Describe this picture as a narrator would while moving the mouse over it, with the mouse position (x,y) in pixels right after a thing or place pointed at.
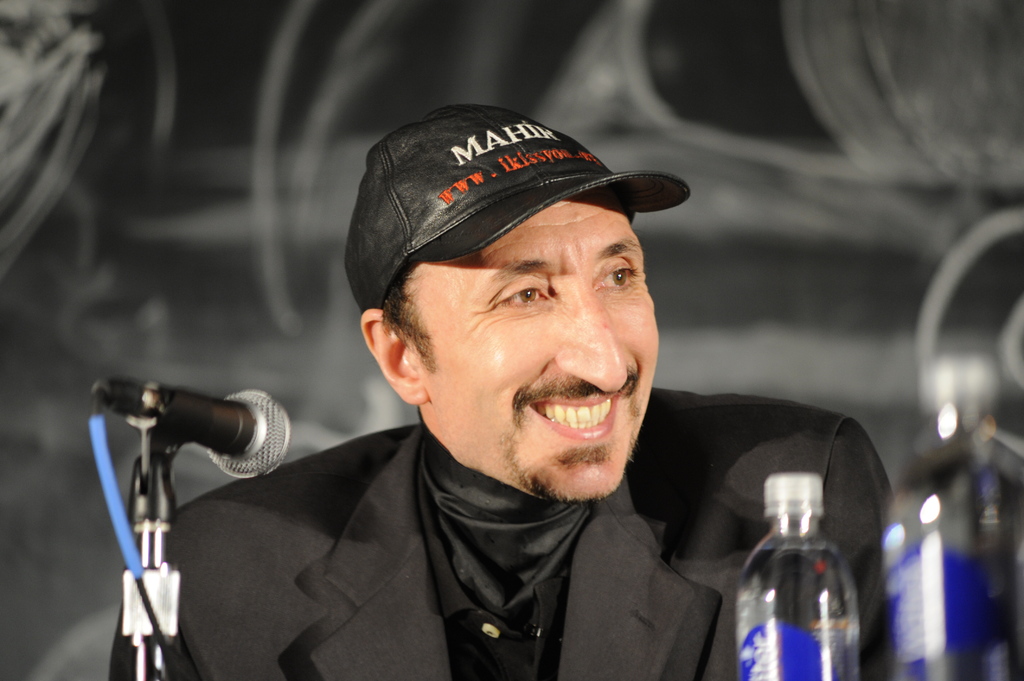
As we can see in the image there is a man (475,428) sitting over here and there is a mic (259,437) and bottle (787,595).
